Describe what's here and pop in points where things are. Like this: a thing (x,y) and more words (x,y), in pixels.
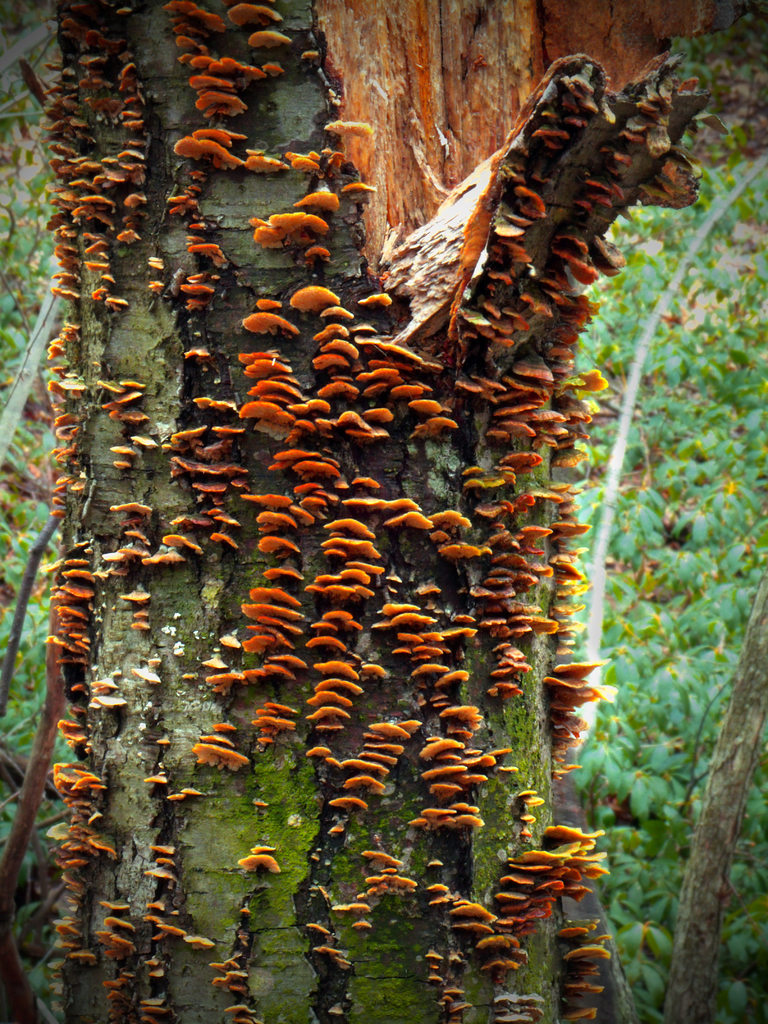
This image is taken outdoors. In the background (17,848) there are many plants (702,581) on the ground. There is a branch (330,112) of a tree (336,860) with fungus (110,951) on it.
